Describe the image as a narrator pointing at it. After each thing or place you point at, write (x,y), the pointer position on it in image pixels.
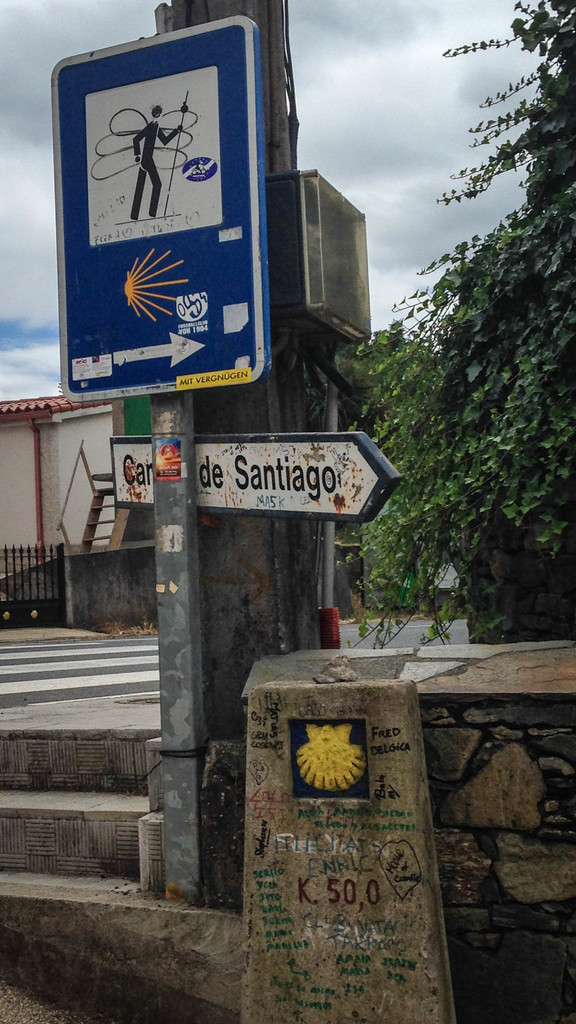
In this picture we can see some text (402,874), signs (308,785), numbers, image of a person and a few things (235,325) on the boards (92,323). We can see a few leaves (545,446), a house (9,453) and some objects (45,605). There is the cloudy sky (14,226).
